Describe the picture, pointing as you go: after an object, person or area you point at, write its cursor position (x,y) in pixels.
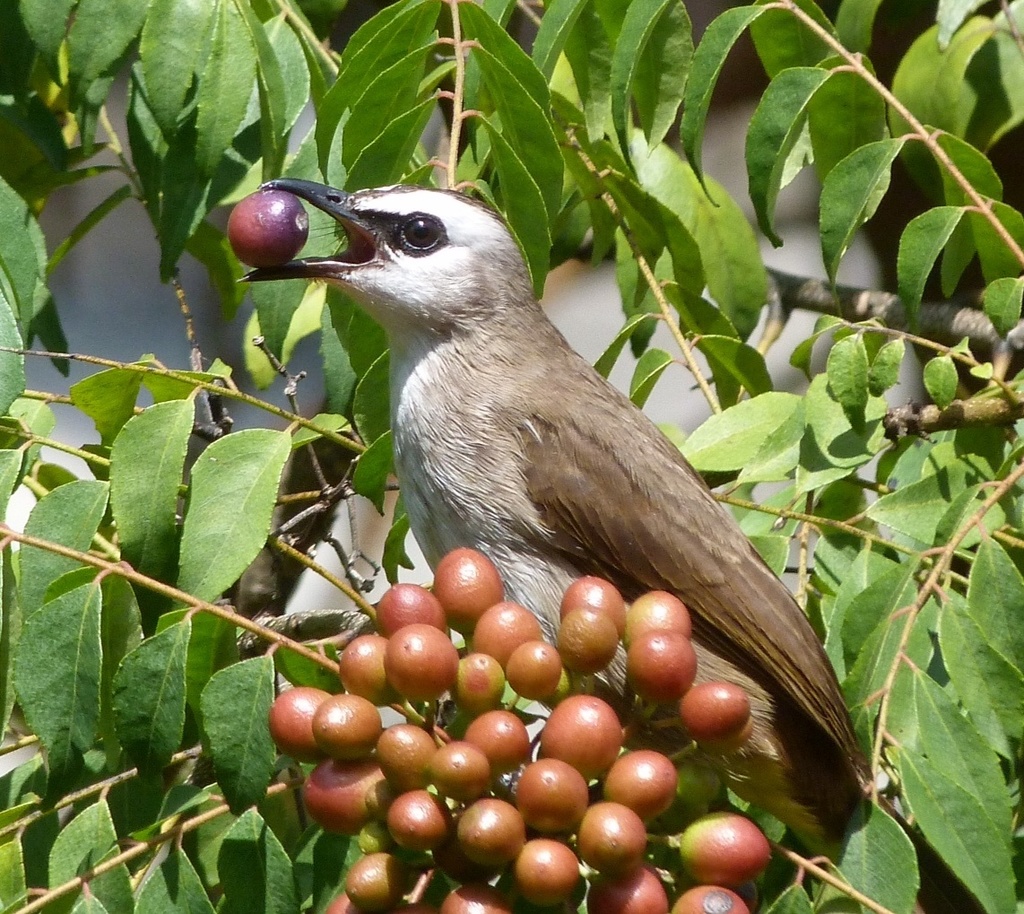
In this image I can see a bird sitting on a tree branch (803,857) with fruits (590,727) holding a fruit (278,220) in her mouth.
